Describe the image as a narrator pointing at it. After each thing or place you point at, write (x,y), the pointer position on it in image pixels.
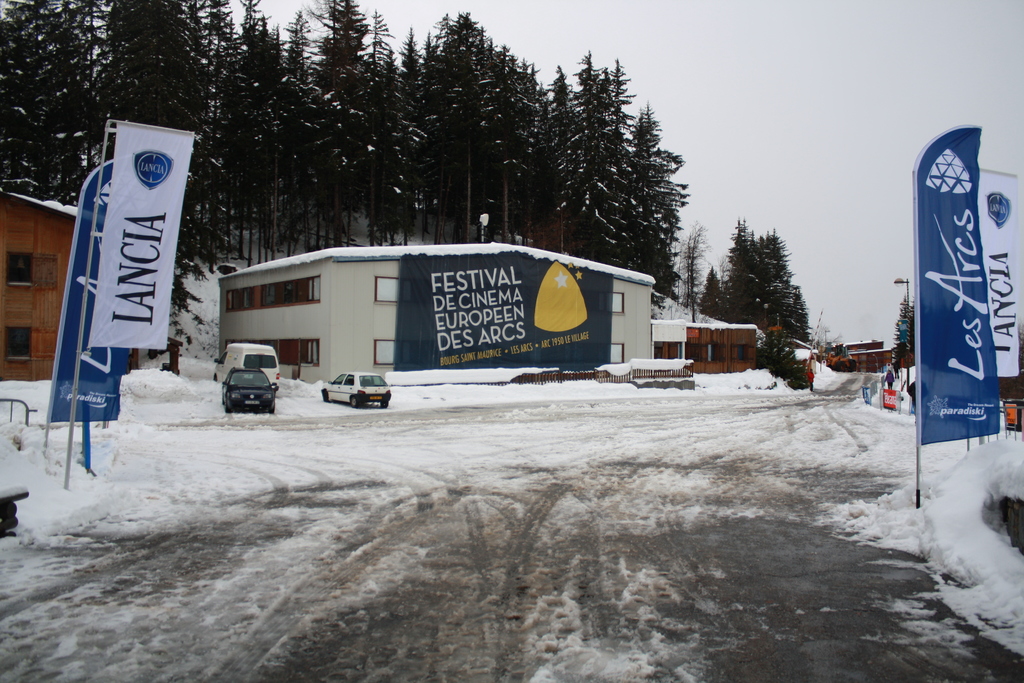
In this picture I can see the cars (245,406) and van (237,367) which are parked near to the shed (283,359). On the right (920,399) I can see the banners (988,286) and advertising board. In the background (46,231) I can see buildings (46,231), mountain (184,253), shed (306,325) and road (528,412). At the top (712,23) I can see the sky (733,14) and clouds (746,17). On the left (157,443) I can see the snow (182,468).
